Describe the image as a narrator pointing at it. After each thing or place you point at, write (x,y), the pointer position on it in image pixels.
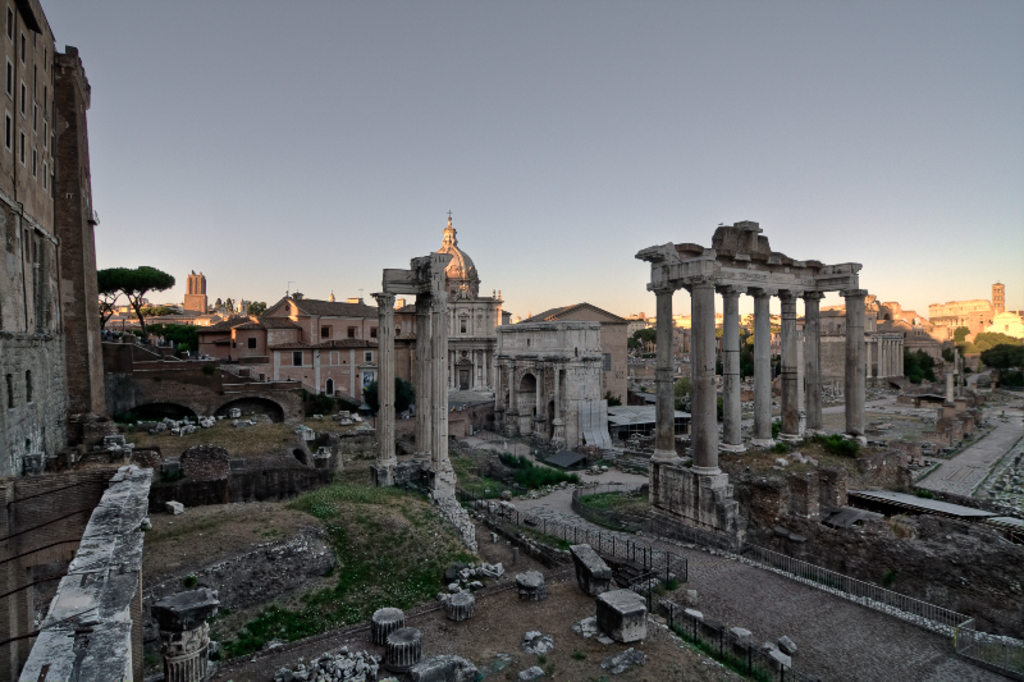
In this image I can see few buildings (60,496), grass (393,581), few trees (189,347) and the sky (391,153) in background (518,147).
